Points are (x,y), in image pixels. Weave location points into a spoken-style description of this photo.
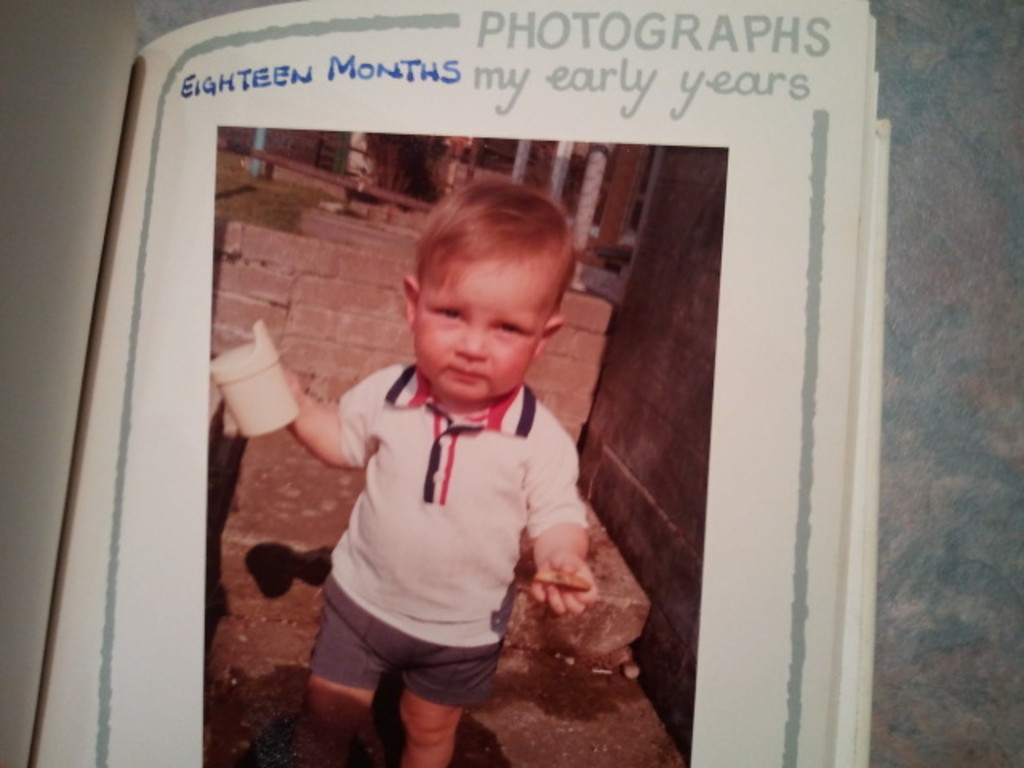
In this picture we can see a book (543,372), in the book (491,54) we can find a boy (579,507) and some text (535,52), he is holding an object (259,359).
